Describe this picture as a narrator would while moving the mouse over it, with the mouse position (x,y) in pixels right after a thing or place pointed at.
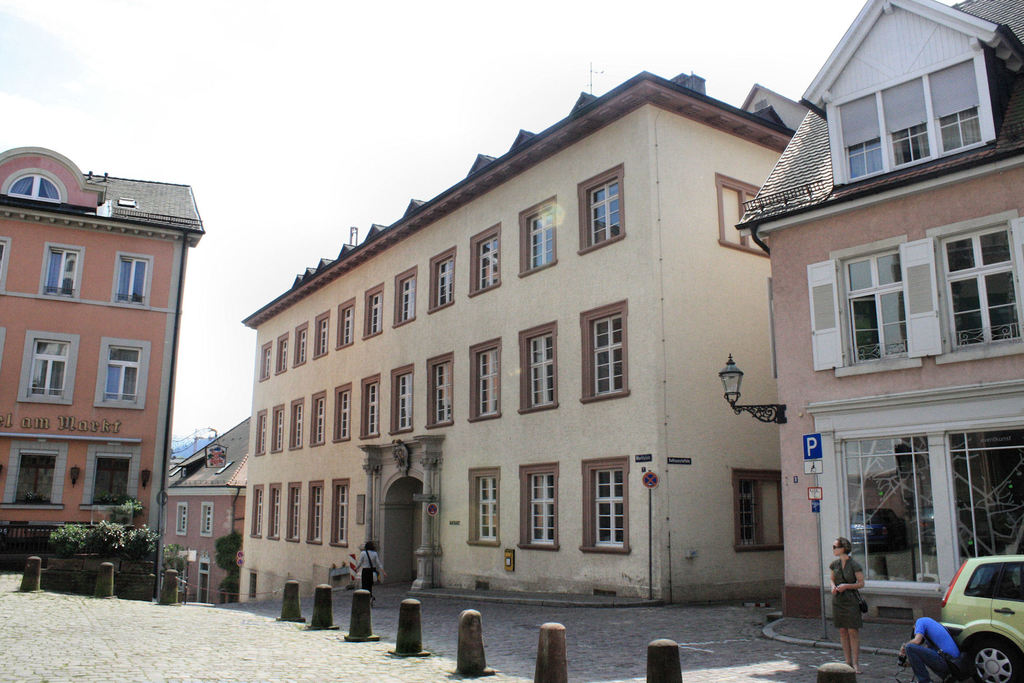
In this image there is a path (383,590), on that path (464,603) there are two women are standing, in the background (156,410) there are houses (634,436), in the bottom right (1001,593) there is a car (969,616) and a person (941,676) near the car (953,607), and there are poles (317,605) and plants (86,544).
